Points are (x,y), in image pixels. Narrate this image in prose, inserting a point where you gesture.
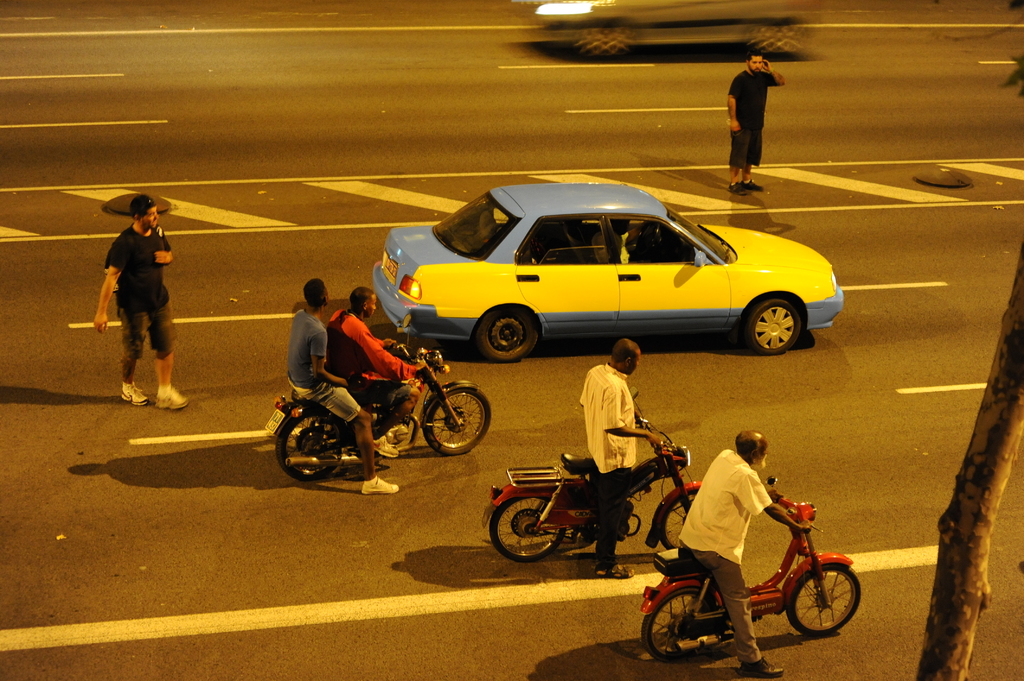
In the image we can see there are people (708,551) who are sitting on bicycle (652,540) and bike (275,428) and there is a car (608,289) which is parked on the road (851,92) and there are two people (114,277) who are standing in the middle of the road (834,63).
